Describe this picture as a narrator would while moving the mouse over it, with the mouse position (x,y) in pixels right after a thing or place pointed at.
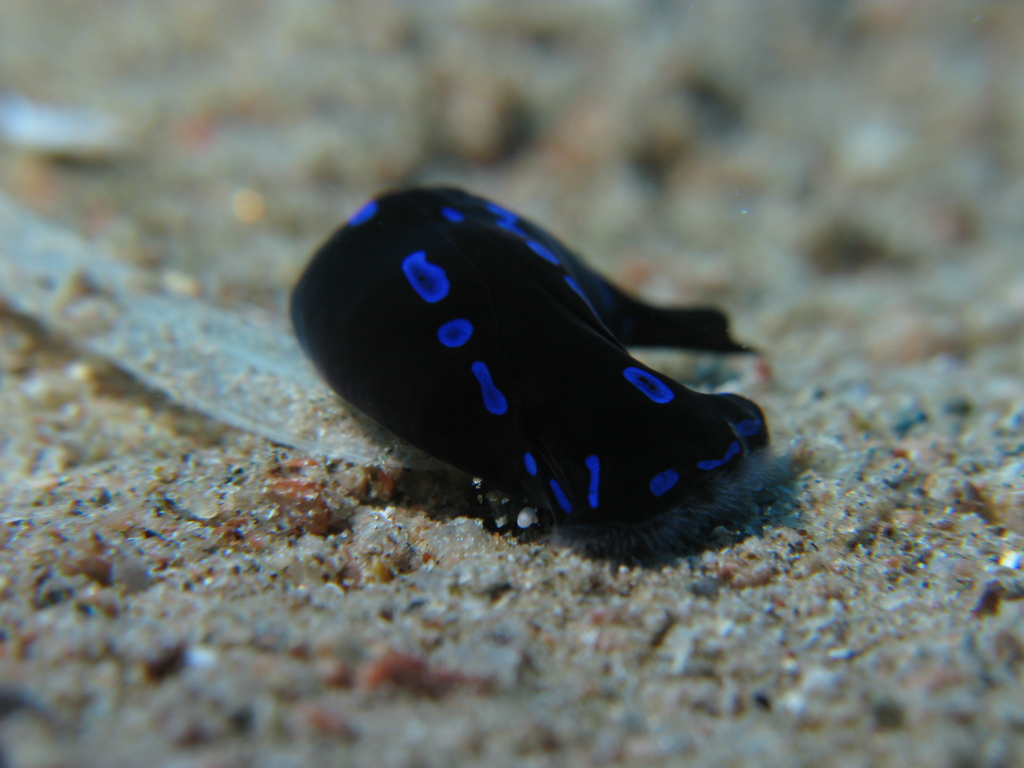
In this image I can see a black and blue sea slug (551,466) in the water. There is sand (306,678) at the bottom (306,678).
